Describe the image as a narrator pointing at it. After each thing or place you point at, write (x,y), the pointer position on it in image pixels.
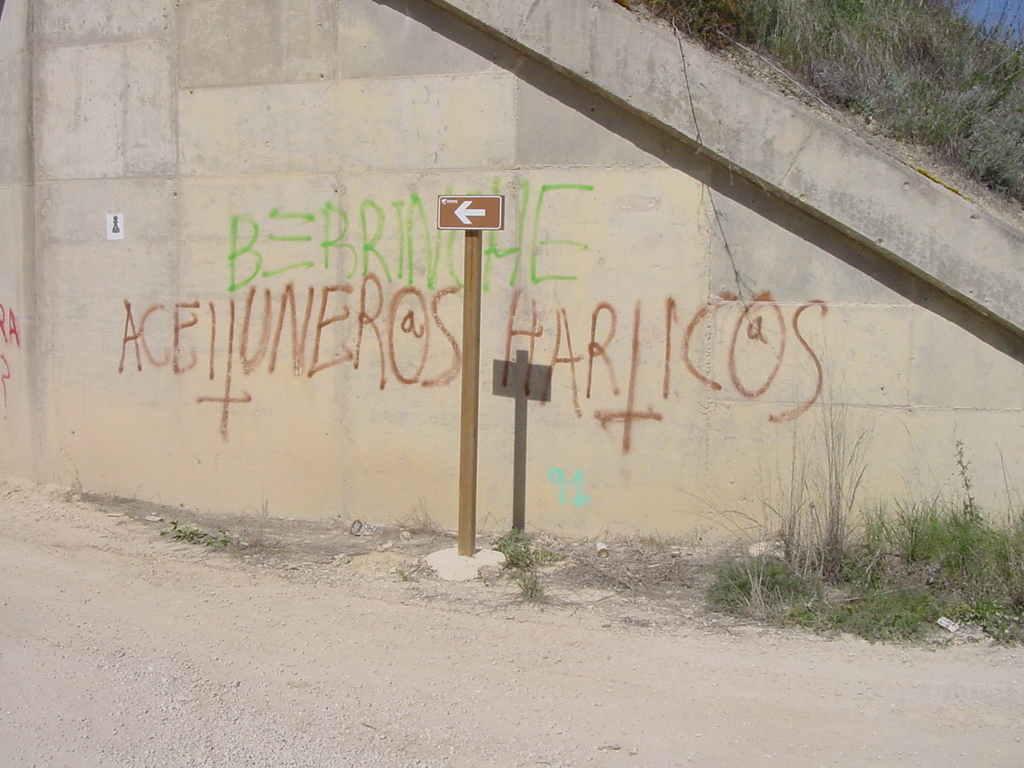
In this image we can see a wall (263,255) with a text (421,334). Near to the wall (420,313) there is a pole (472,352) with a sign board (480,218). On the ground (396,551) there is grass (825,549). Also there is grass (775,49) near to the wall (991,422).
